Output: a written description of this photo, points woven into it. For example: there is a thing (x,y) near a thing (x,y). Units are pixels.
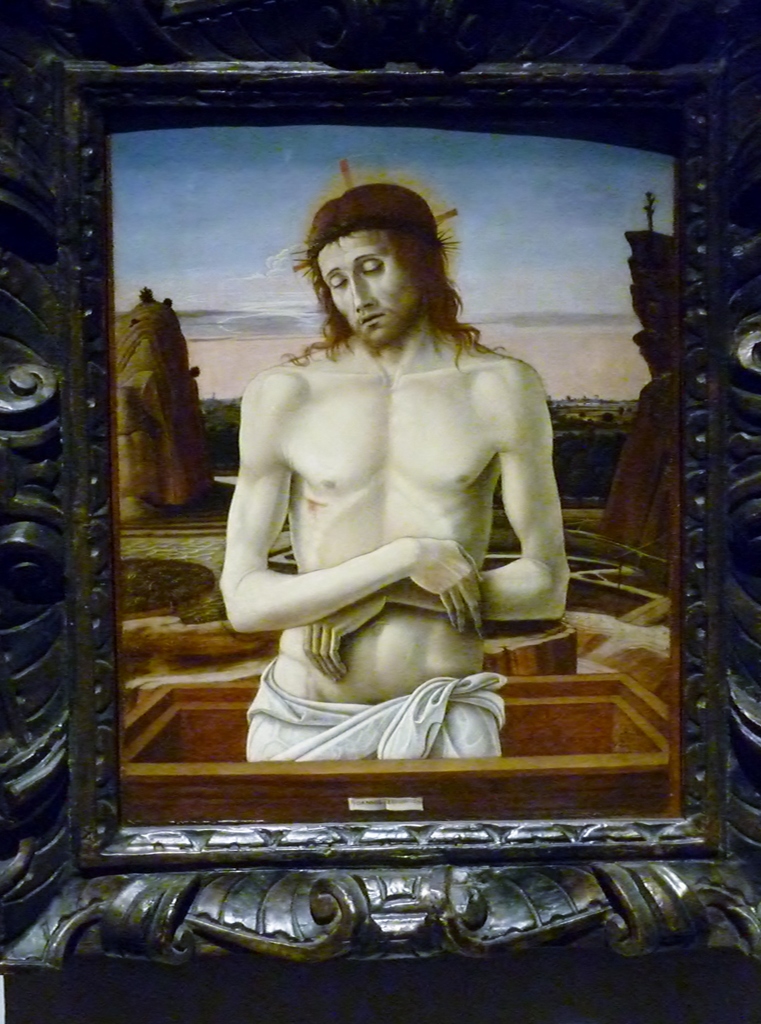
In this image we can see a painting (362,444) of a person (340,489) who is standing in a box (272,771), behind him there are some rocks (174,423), and we can see sky (485,206).
